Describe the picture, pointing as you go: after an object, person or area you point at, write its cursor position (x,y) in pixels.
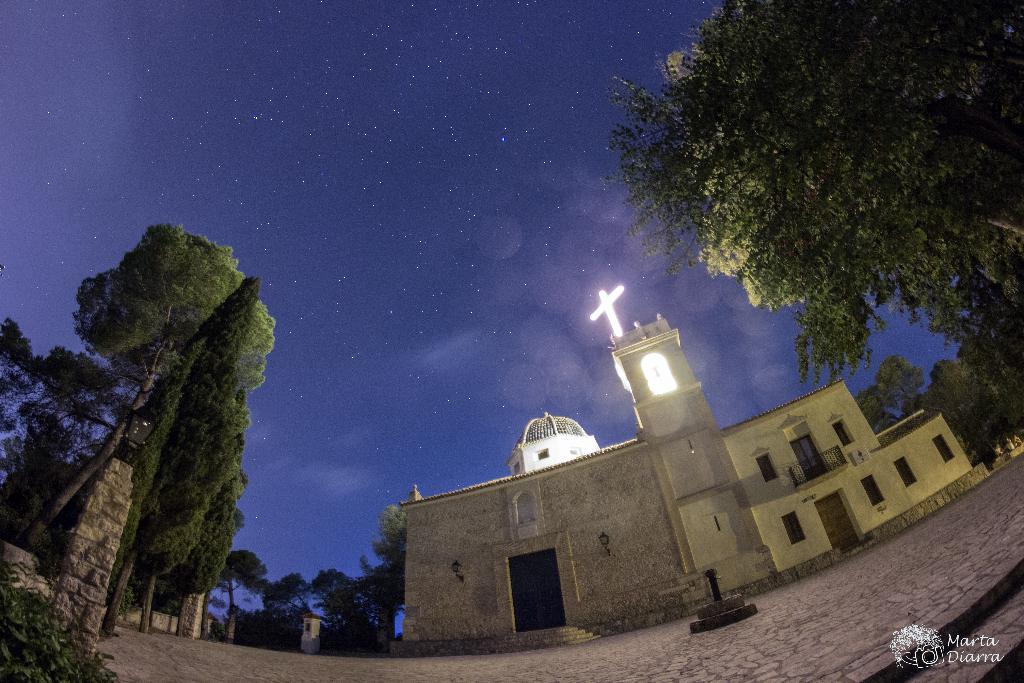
In this image, we can see a building (711,542) with walls (711,542), doors (825,506), windows (842,440), railings (796,469). Here we can see few trees (978,201), plants (31,626), lights (139,429), holy cross (616,310). Background (259,8) there is a sky (310,279).
